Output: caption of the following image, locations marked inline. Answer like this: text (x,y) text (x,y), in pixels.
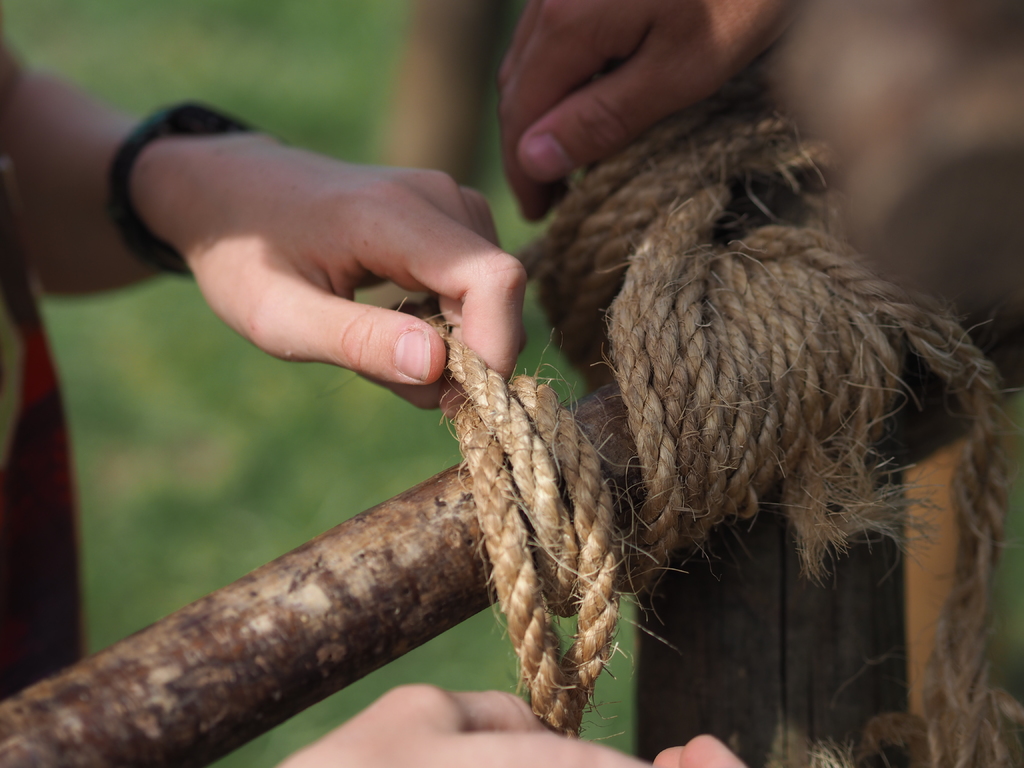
Background (87,380) portion of the picture is blurry and its green in color. In this picture we can see the poles (764,587), jute rope (580,698), human hands (511,46). It looks like they are trying to tie a rope (535,584) to the pole (751,594).
